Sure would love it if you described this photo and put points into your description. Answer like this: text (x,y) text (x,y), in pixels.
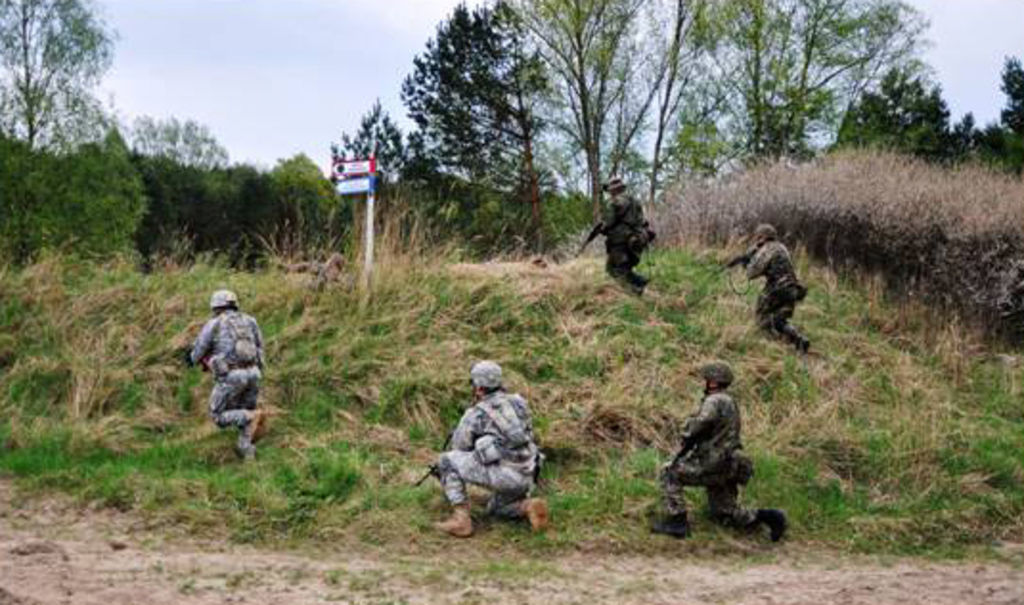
In this image there are people (490,362) at the center (611,236) wearing uniform (228,311) and holding weapons (438,475) in their hands (210,366). There is a sign board (343,173). There is grass (281,475). There are trees (100,179) in the background of the image (524,204).
